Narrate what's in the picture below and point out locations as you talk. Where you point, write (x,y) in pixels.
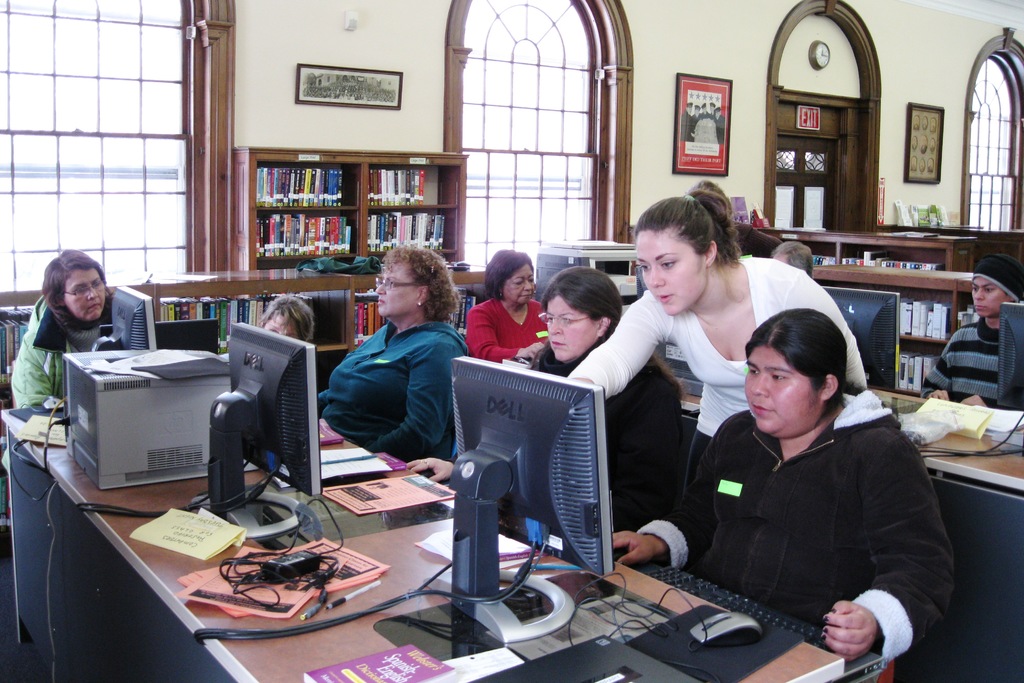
In this image there are a few people (663,428) sitting in front of the table (402,568), one of them is standing. On the table (648,583) there are monitors (464,512), keyboards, mouse (720,623), mouse pads (692,672), cables (330,620), papers (347,565), books (428,666), printer (172,395) and other objects (169,421), behind them there are racks (366,242) stored with books (466,298). In the background (466,56) there is a wall (687,59) with windows (481,53) and frames (359,78) are hanging.
